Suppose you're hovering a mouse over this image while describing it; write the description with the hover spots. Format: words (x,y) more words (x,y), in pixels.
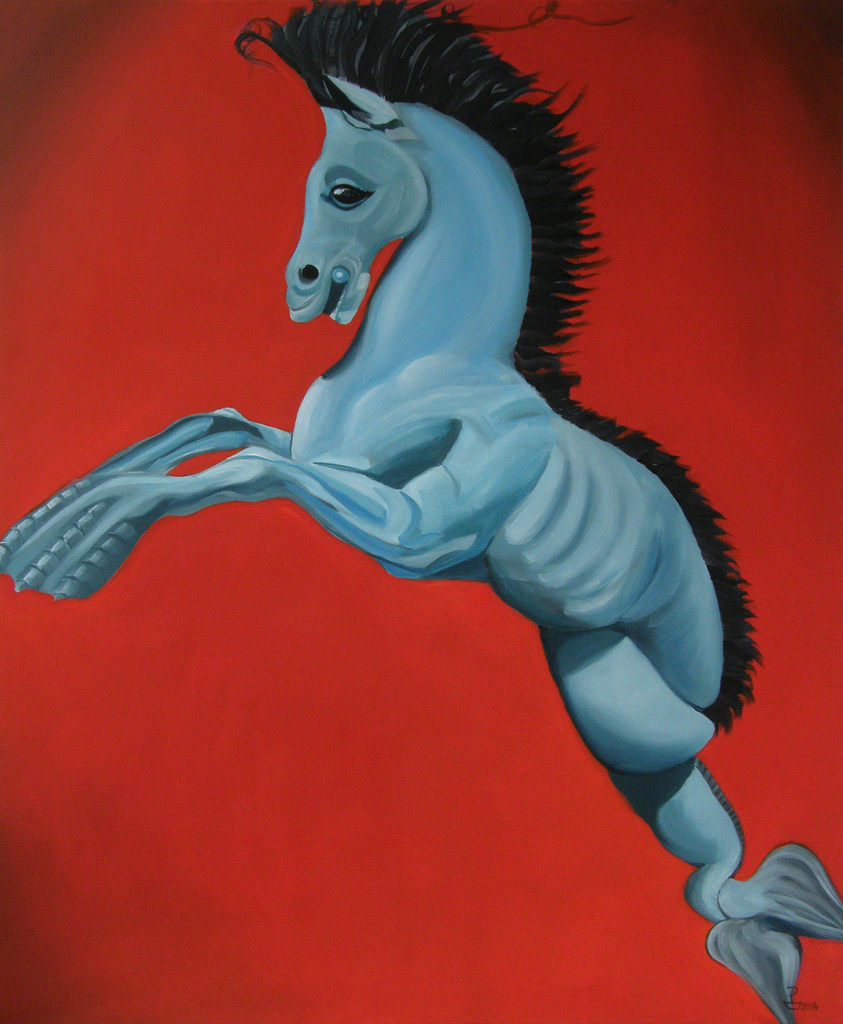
This image consists of an art (168,449) of a horse (391,530). In this image the background (213,856) is red in color.
